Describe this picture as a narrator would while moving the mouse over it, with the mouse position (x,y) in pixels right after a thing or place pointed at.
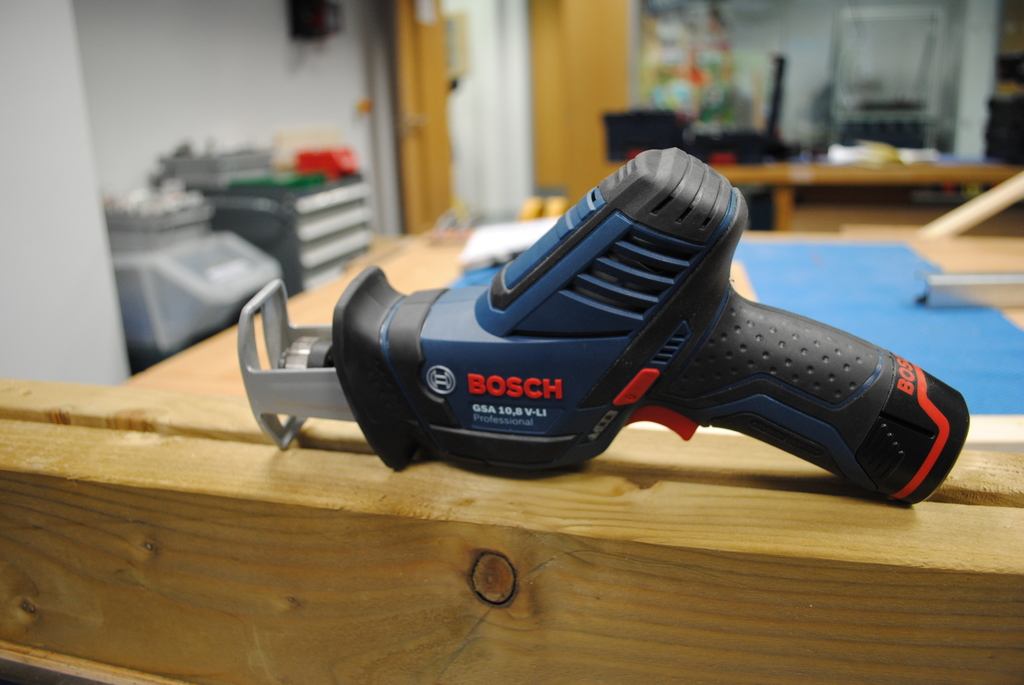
In this picture there is a blue color saw (537,385) placed on the wooden rafters (624,521). Behind there is a table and tool boxes (255,245). In the background (332,82) there is a white wall (335,94) and wooden door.
